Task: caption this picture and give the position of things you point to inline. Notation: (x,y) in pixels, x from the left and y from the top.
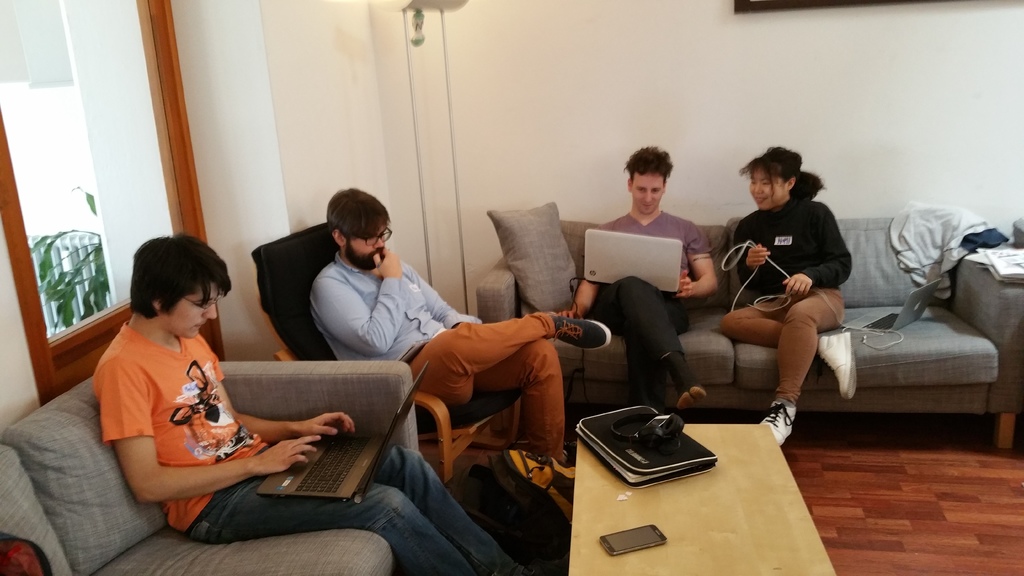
In this image there are group of people (272,528) sitting in the couch (248,570), and there is a table (670,502), file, mobile phone (613,541), back ground (113,55) there is a plant (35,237), window (91,26).
